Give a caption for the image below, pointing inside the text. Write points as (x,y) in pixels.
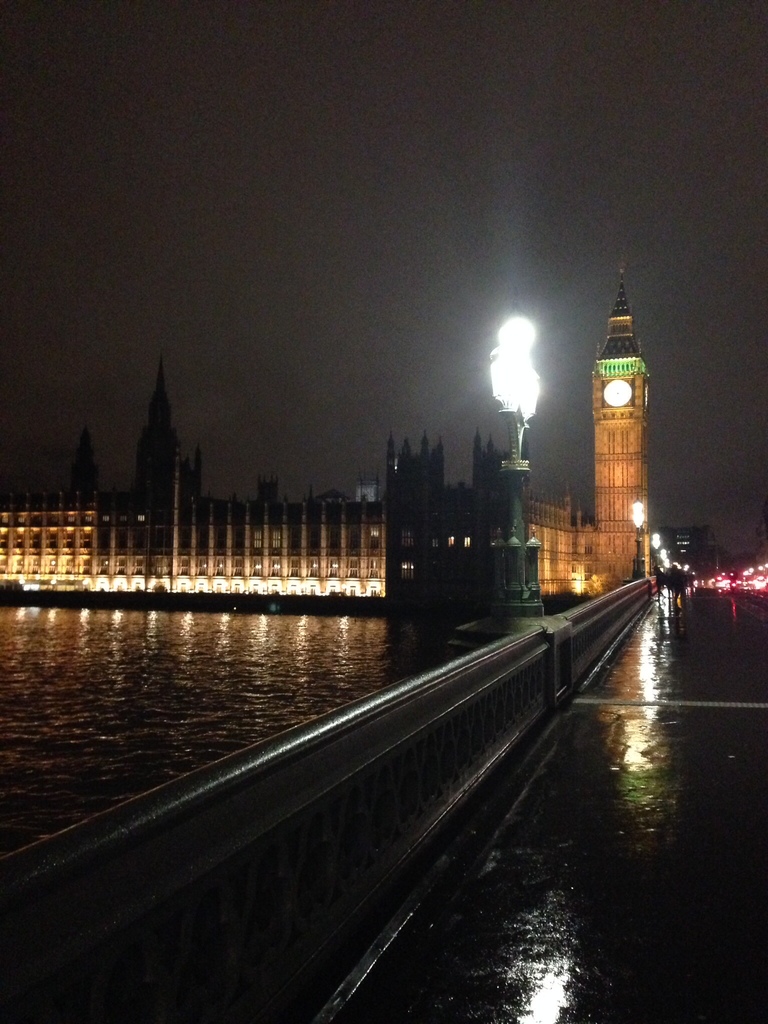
In this picture we can see water (190,737) and fence (447,764), and we can find few buildings (368,566), lights (518,342) and few vehicles (717,583) on the road (764,604).
